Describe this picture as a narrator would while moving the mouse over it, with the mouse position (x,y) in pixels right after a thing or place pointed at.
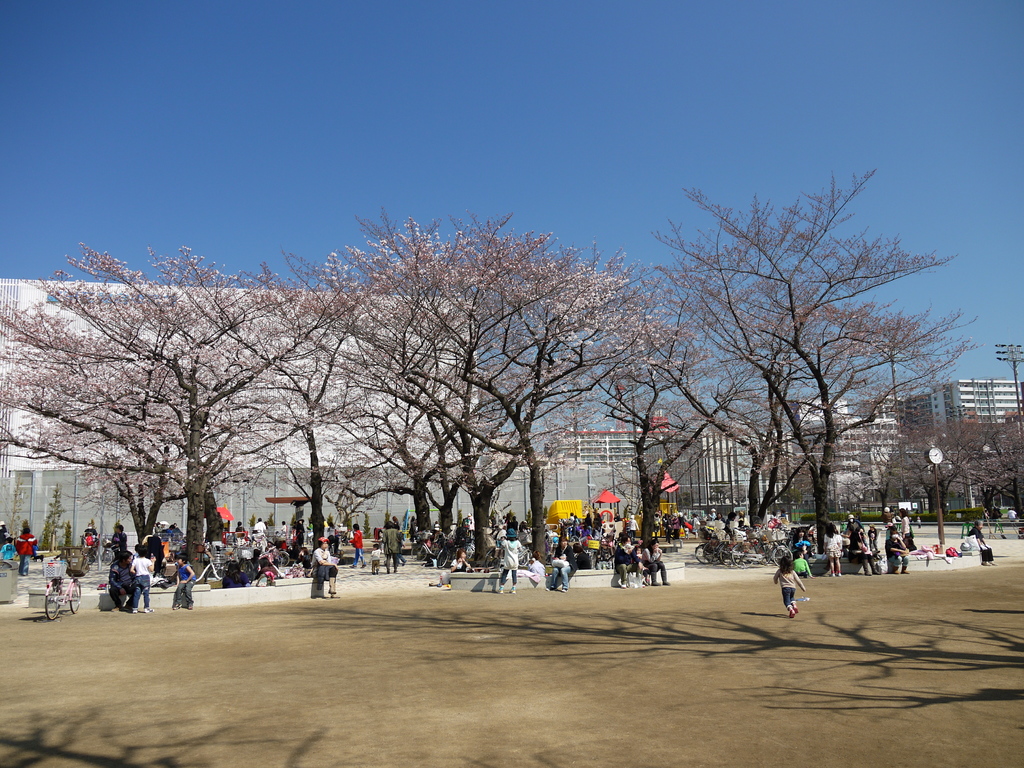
This image is taken outdoors. At the top of the image (385,105) there is a sky (802,115). At the bottom of the image (568,661) there is a ground (292,598). In the background (881,415) there are a few buildings (837,401). In the middle of the image (549,416) there are a few trees (978,449), a few poles (940,522) and there are many people (300,551). A few (463,552) are sitting on the benches (547,577), a few (146,577) are standing on the ground (683,547) and a few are walking on the ground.
